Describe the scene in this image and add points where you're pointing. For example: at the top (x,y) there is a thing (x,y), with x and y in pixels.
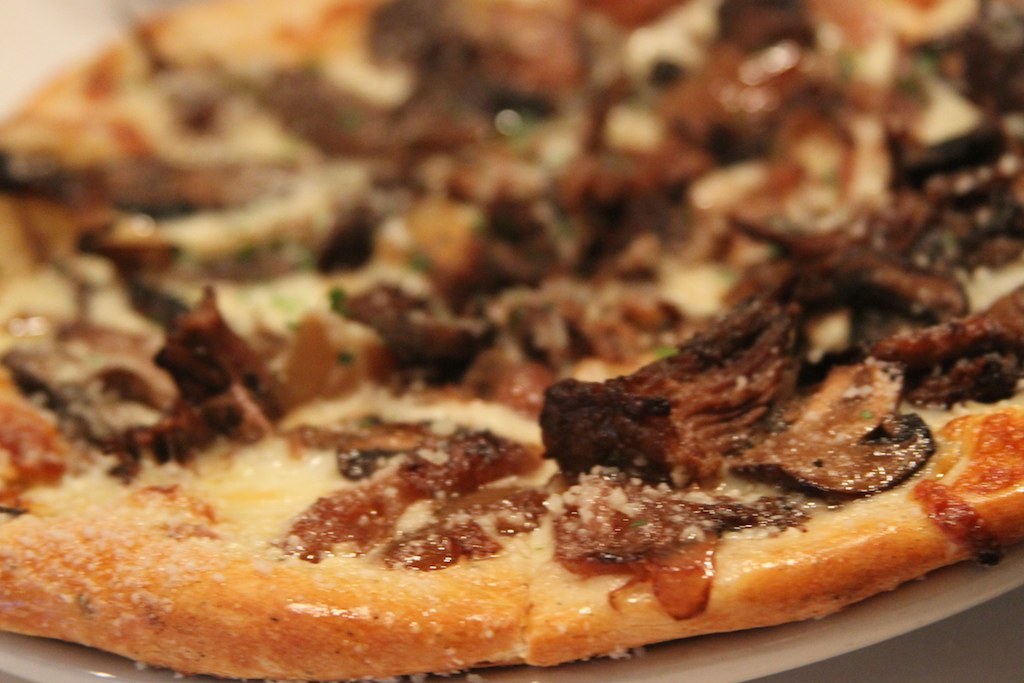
In this image I can see the food (794,465) and the food (794,465) is in brown and cream color. The food (507,581) is in the plate (794,654) and the plate (769,652) is in white color.
